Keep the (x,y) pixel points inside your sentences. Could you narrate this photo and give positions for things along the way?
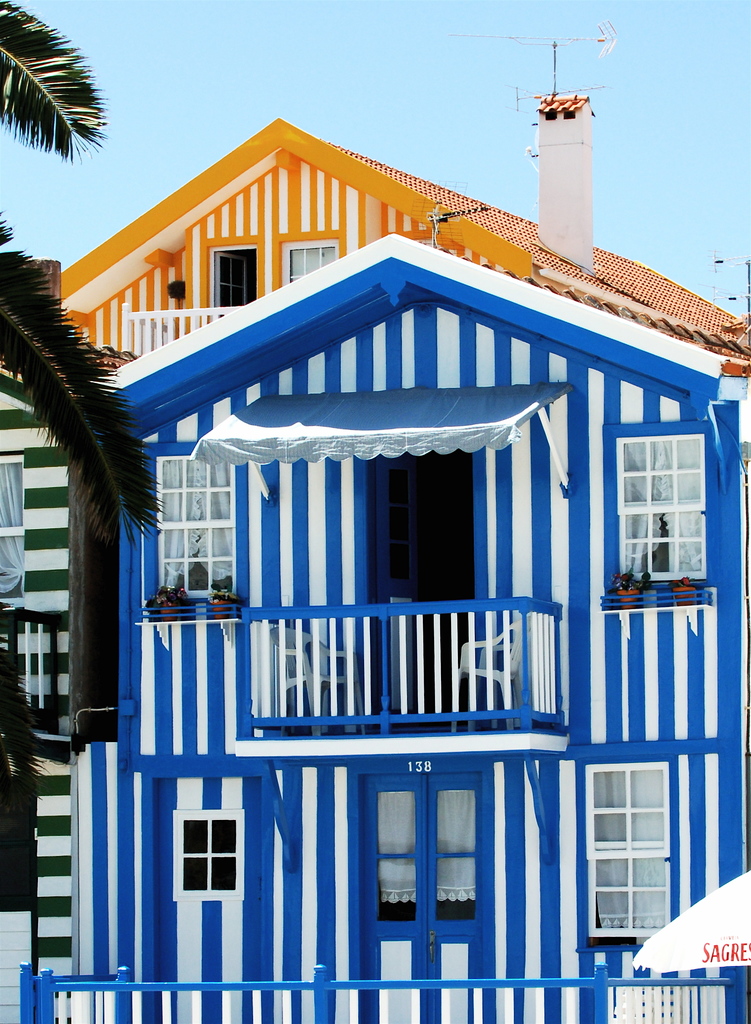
In this image there is a building (674,673), for that building (671,846) there are windows (639,784) and doors (420,914), in the top left (23,35) there is a tree (12,301), in the background (67,234) there is a sky (521,90).
